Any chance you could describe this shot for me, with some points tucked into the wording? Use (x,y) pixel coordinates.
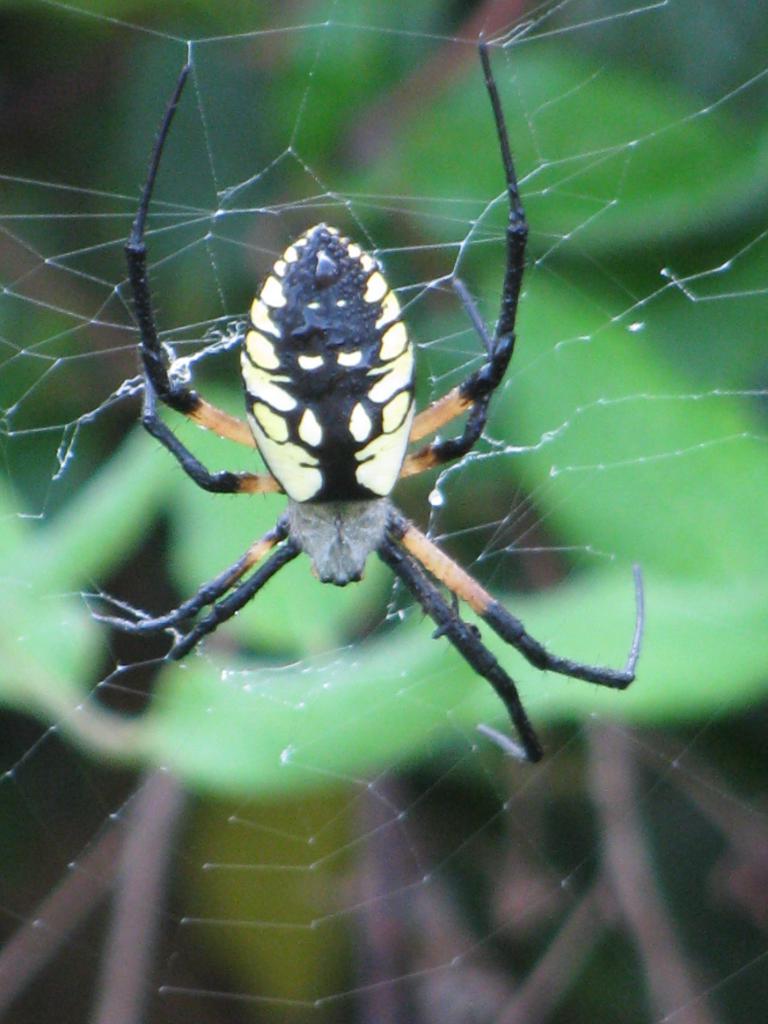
The spider (360,339) is highlighted in this picture. It is building its web (309,664). Far there is some green color.
